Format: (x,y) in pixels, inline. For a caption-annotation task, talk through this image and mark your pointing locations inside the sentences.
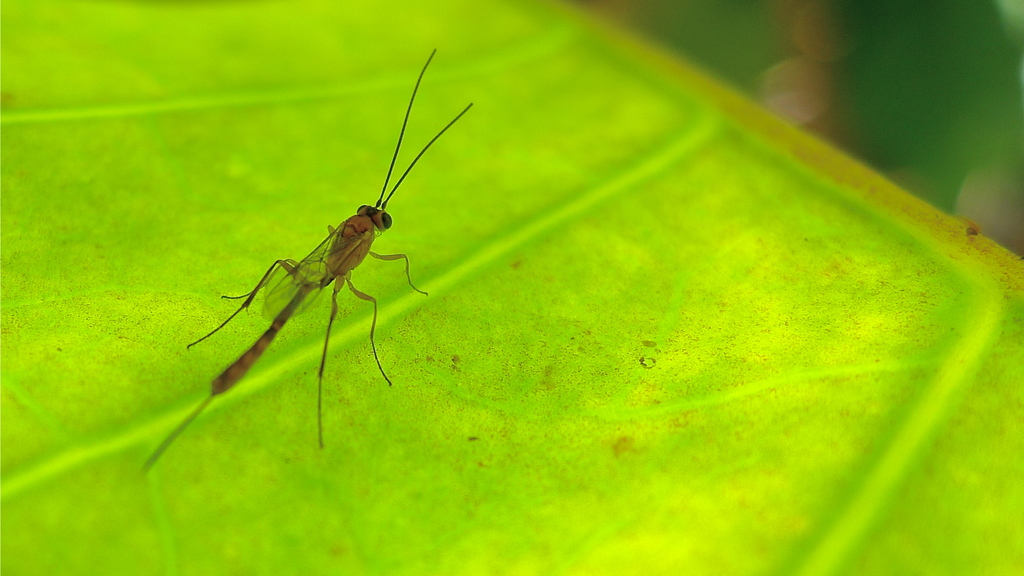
In this image we can see an insect (273,330) on the green surface (448,298). On the right side (818,101) top of the image (978,100) there is a blur background (922,98).
